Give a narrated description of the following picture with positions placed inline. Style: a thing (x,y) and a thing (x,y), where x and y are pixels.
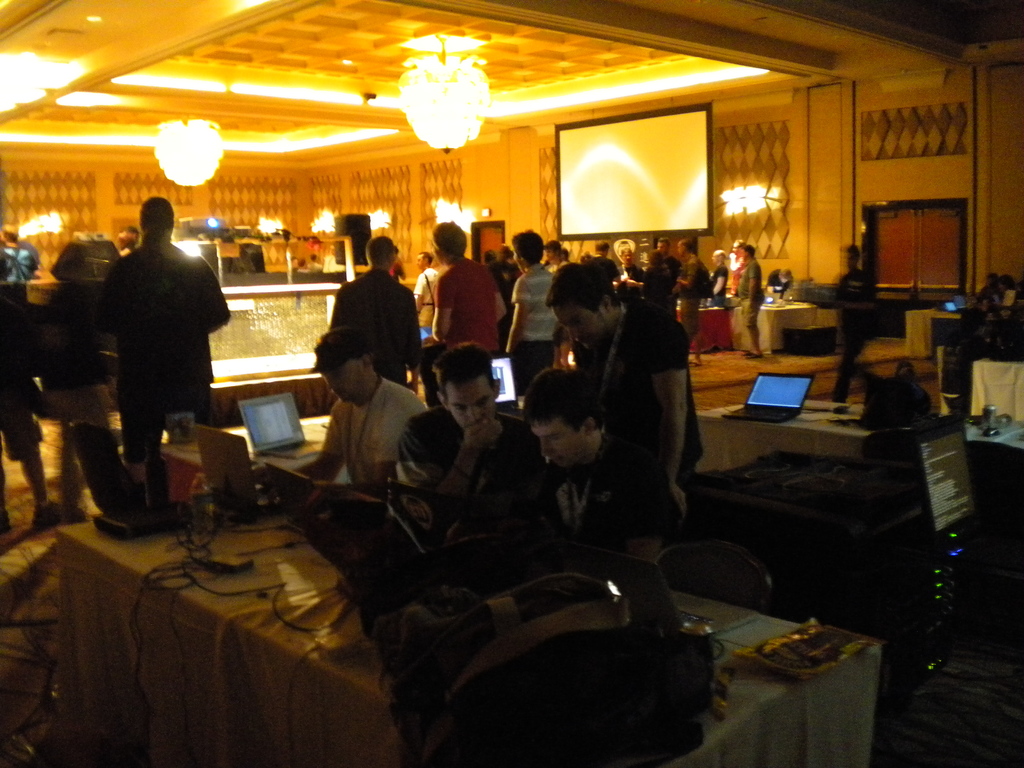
In this image, I can see few people (435,359) standing and few people (620,452) sitting. These are the tables (783,423) with laptop (772,415), bag (498,626), cables (199,570) and few other things (711,628) on it. This is a screen (591,232). I think these are the ceiling lights (203,140), which are hanging to the ceiling (383,34). Here is a person (852,324) holding an object (836,307) and walking. These look like the doors (956,259).
